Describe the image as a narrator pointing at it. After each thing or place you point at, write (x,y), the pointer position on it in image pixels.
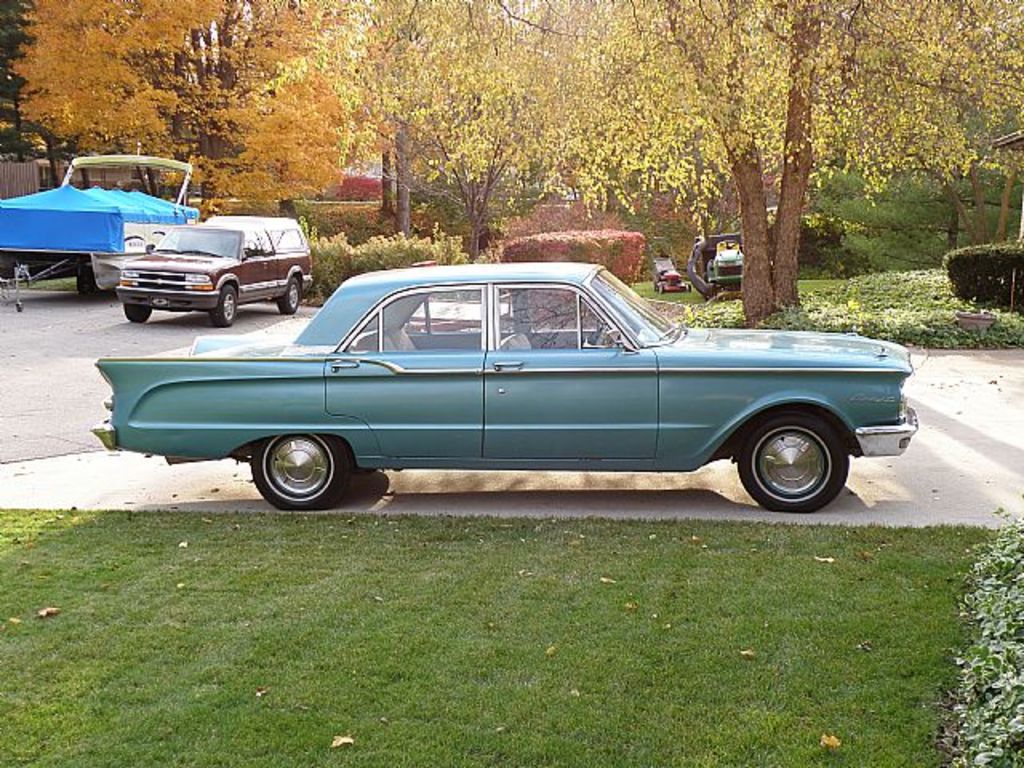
In the center of the image (380,414) there are vehicles (379,335). In the background (168,16) there are trees (772,235). At the bottom (764,630) there is grass (891,661) and we can see bushes (627,280).
